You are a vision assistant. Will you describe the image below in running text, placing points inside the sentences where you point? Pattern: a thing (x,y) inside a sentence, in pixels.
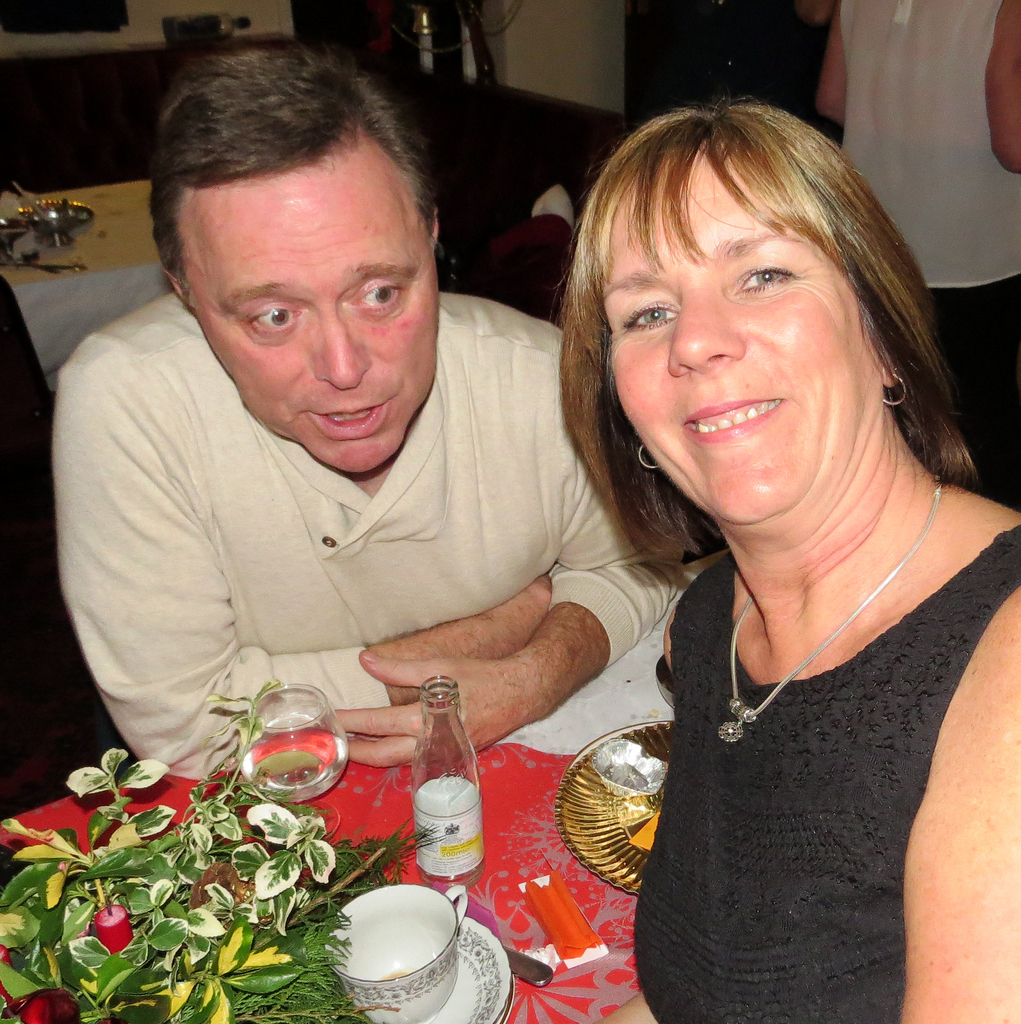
In this image I can see few people (631,339) with different color dresses (554,468). There is a table (578,993) in-front of two people (509,643). On the table (407,825) there is a flower pot (132,941), cup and saucer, glass (328,816) and bottle (421,825). In the background (108,267) I can see one more table (118,242).
